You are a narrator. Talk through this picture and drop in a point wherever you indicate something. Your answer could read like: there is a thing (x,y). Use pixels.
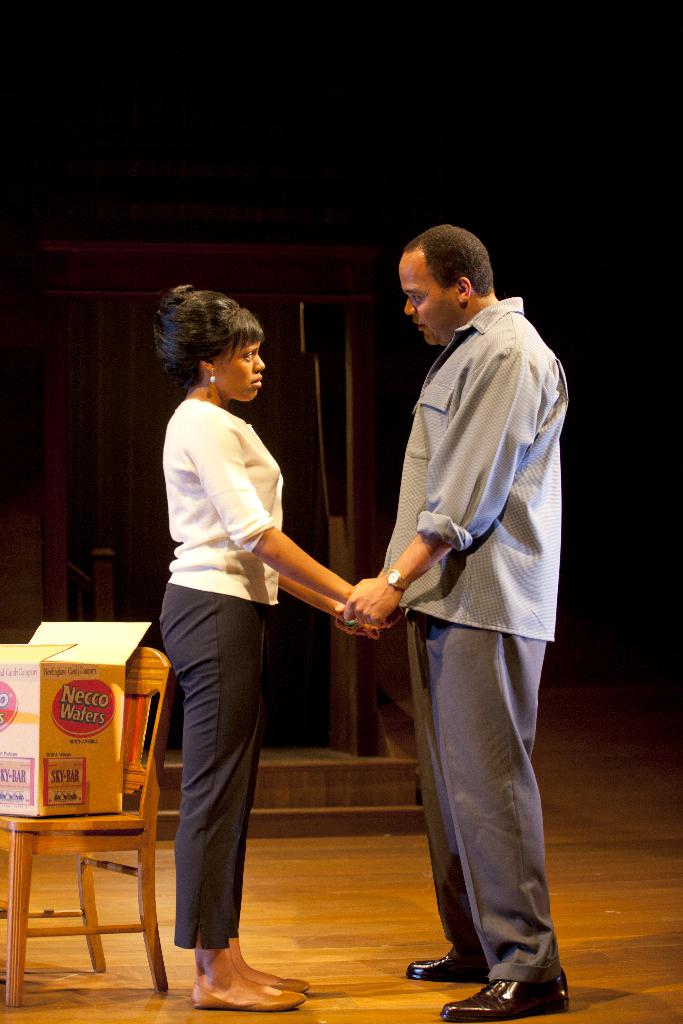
In the picture there is a person (475,607) and a woman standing opposite to each other by holding the hands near to the women (212,775) there is a chair (105,827) on the chair (105,844) there is a cardboard box (70,735) with the text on it.
